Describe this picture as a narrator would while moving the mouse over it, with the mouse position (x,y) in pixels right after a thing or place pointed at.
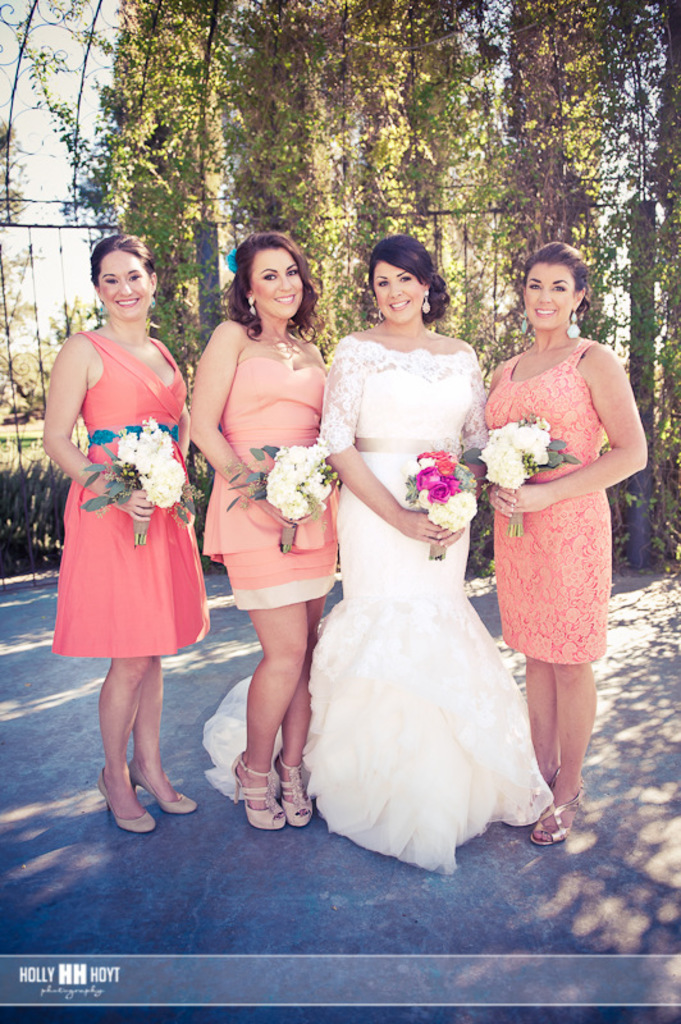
In the middle of the image (255,679) few women (56,399) are standing and smiling and holding flowers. Behind them there is fencing (86,59) and trees (128,8) and there are some plants (667,544).
